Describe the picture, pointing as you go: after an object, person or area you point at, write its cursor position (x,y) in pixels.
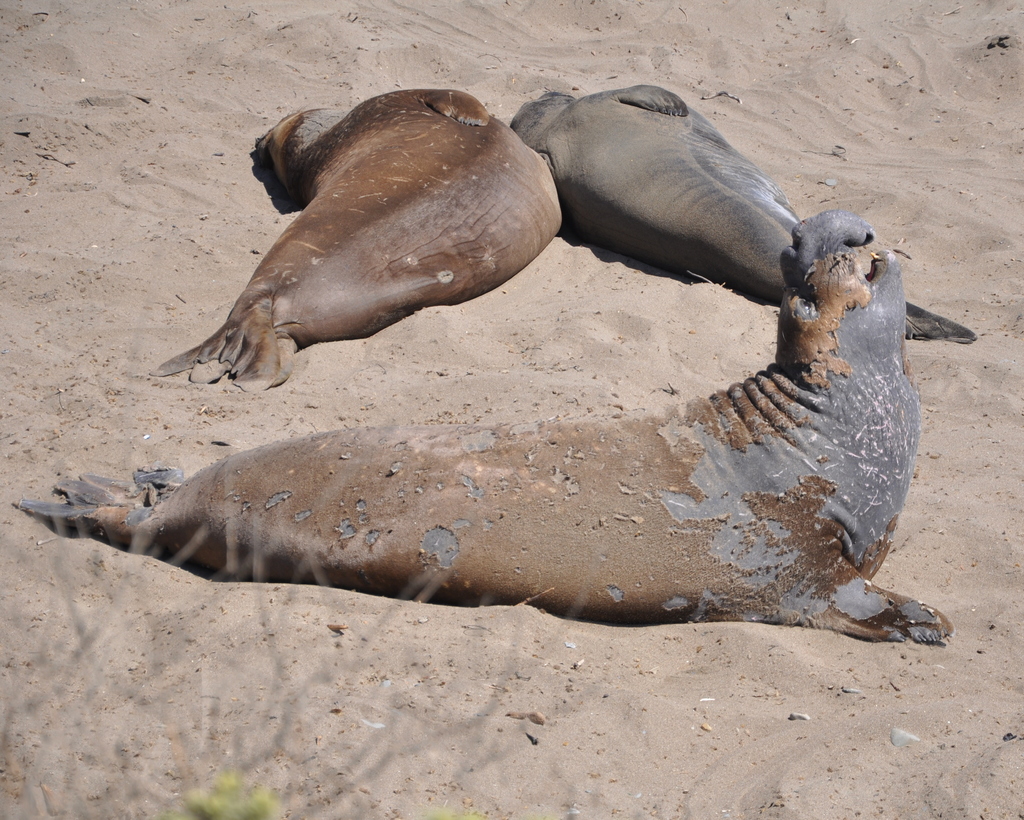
In this picture, we see three elephant seals (475,424). At the bottom of the picture (357,667), we see the plants (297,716) and sand (619,734).
